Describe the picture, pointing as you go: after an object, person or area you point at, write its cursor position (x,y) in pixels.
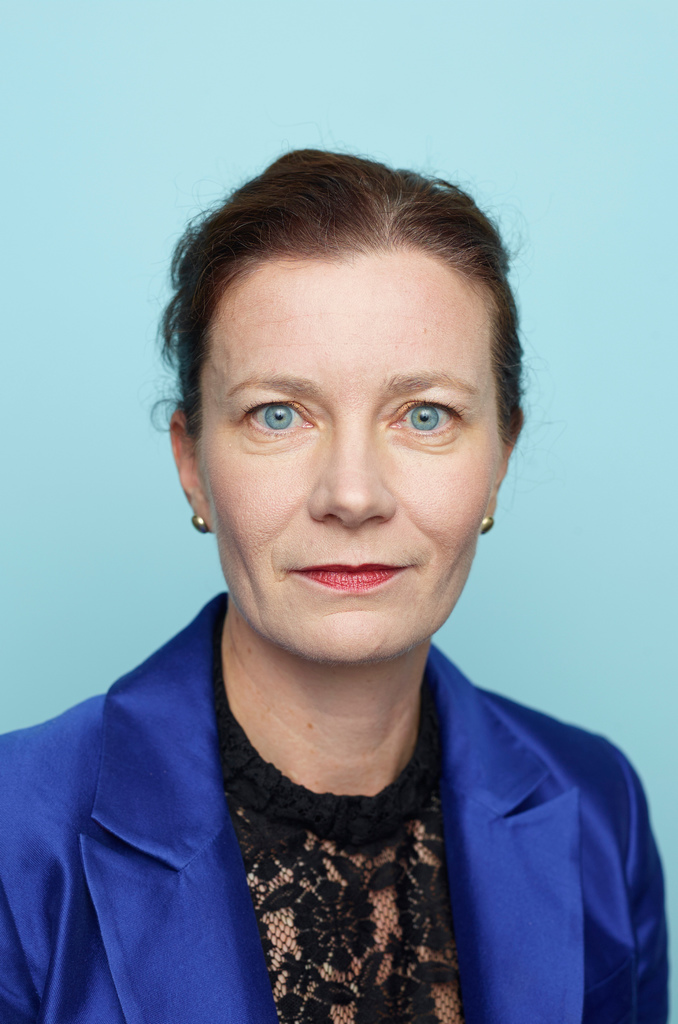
In the foreground of this picture (441,814), there is a woman (378,707) in blue coat (89,840) and a light sky blue (261,61) in the background (167,104).
